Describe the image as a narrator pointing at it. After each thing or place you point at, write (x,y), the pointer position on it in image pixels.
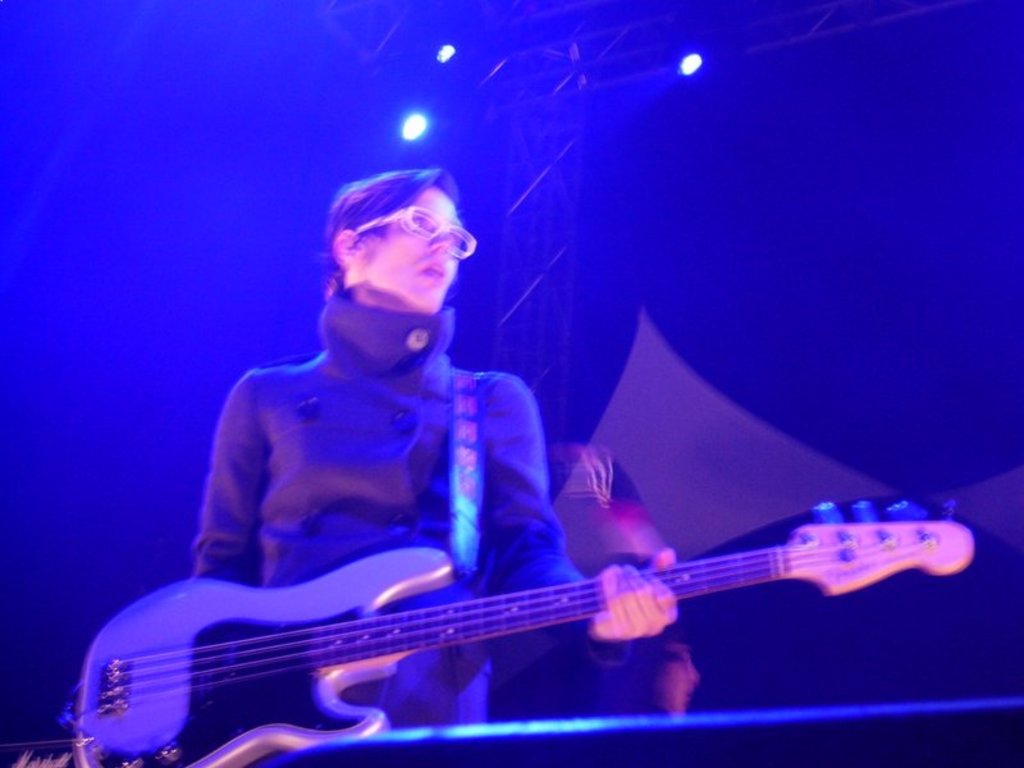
In this image there is a person (487,496) standing and playing guitar (453,606). At the front (645,766) there is a speaker (912,709), at the top (400,133) there is a light (419,118).
